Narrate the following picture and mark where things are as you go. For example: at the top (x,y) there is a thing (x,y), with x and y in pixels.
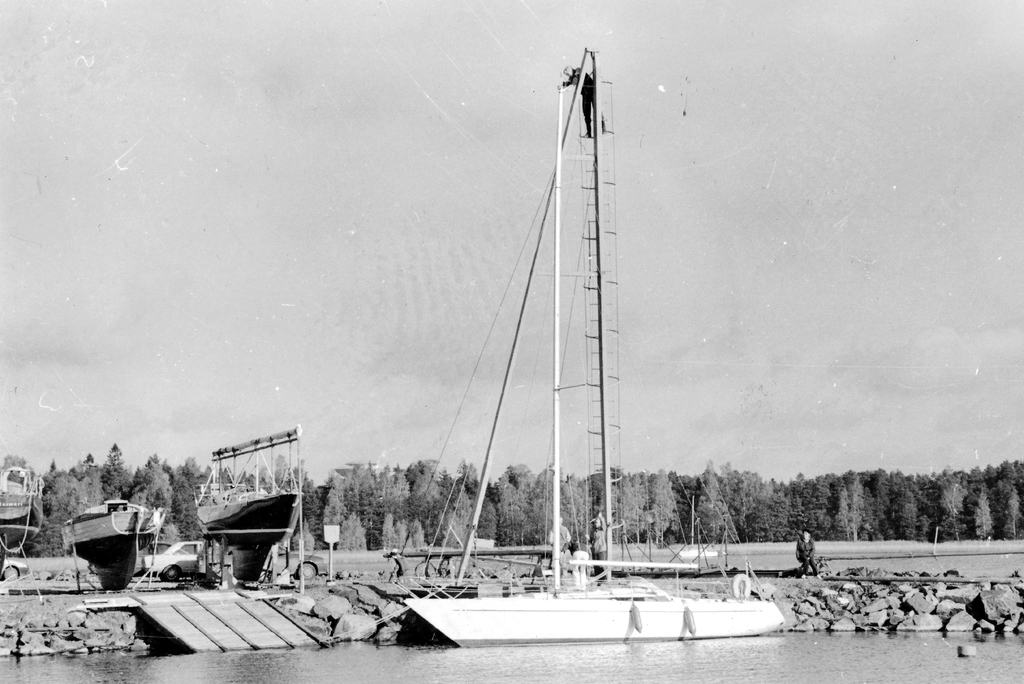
In this image we can see a boat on the water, there are some rocks (359,597), poles (582,62), people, vehicles (166,567), trees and some objects (213,560), in the background (453,217) we can see the sky (461,207).
